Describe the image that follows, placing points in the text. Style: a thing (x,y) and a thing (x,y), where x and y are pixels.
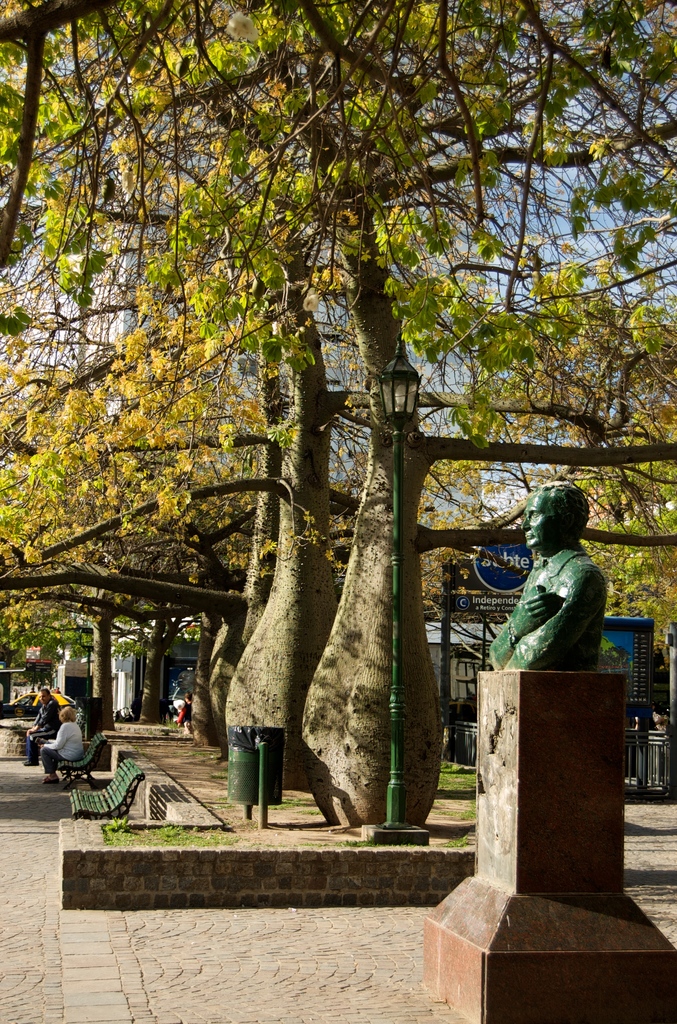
In this image there is a sculpture of a person (589,659), group of persons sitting on the benches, and there are boards (634,707), poles (673,663), light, buildings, trees (417,642), dustbin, grass (178,830).
